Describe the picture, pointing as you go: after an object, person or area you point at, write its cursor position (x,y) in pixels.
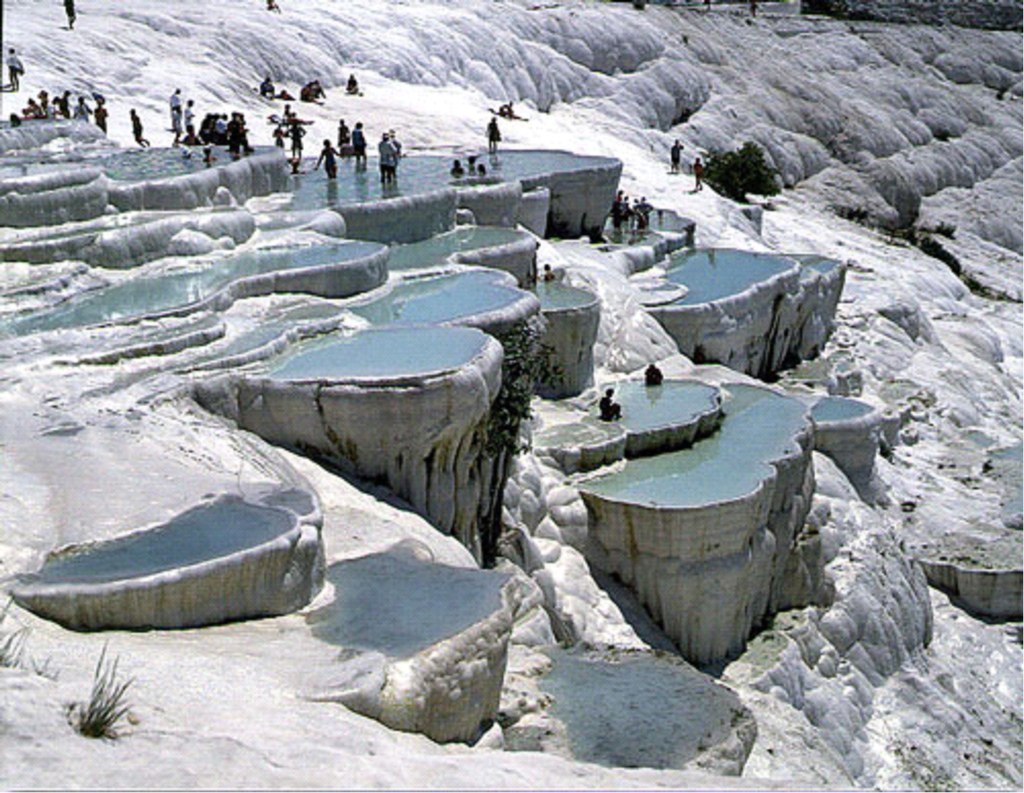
In this picture we can see plants (108,702) and a group of people (46,99) where some are in the water (297,174) and some are on a white surface (593,306).
